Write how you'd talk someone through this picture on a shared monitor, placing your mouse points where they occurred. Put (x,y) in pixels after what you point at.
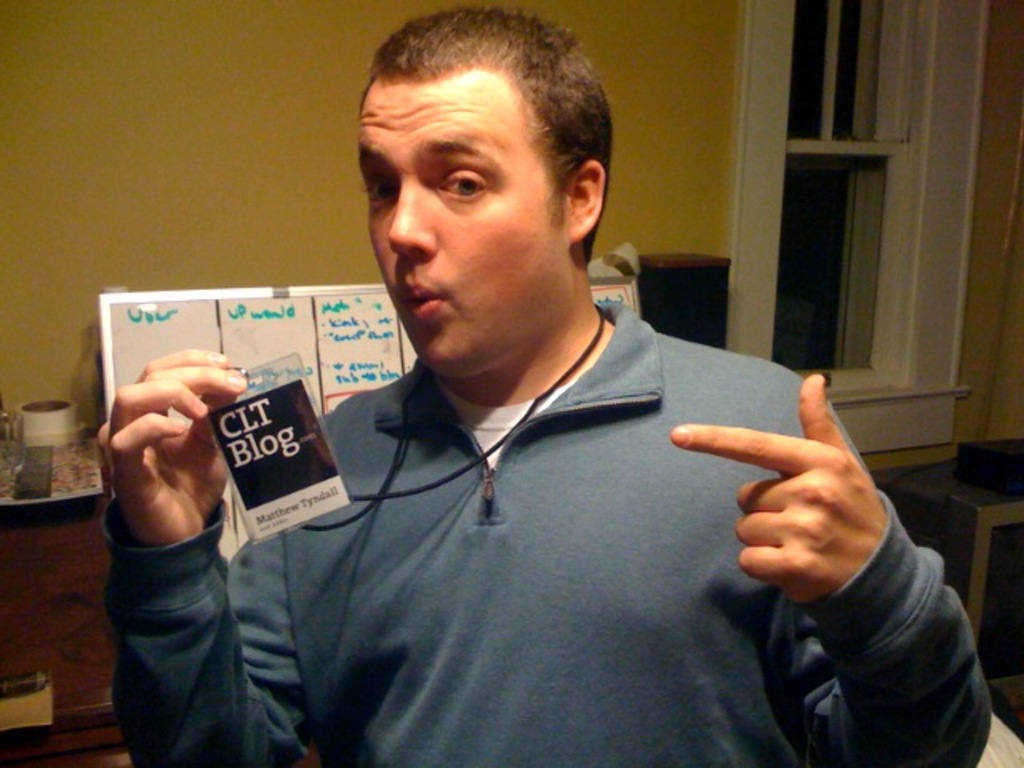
In this image, we can see a man (482,634) standing and he is holding an I-card (258,375). In the background (153,328), we can see a board (189,322) and a wall (260,38). On the right side (837,160), we can see a window (871,251).
